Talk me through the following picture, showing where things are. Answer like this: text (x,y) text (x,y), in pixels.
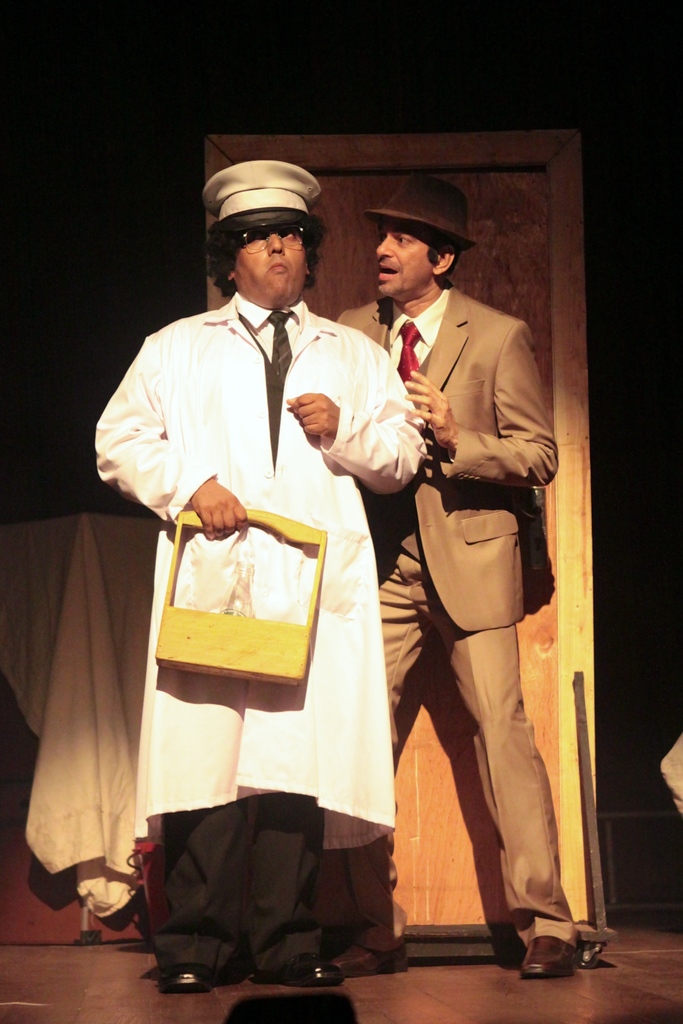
In this image I can see two persons (233,390), the person (495,416) at right (458,358) wearing brown blazer (443,329), white shirt (434,309) and red color tie (410,320). The person (294,383) at left (180,405) wearing white color shirt (235,405) and holding some object (228,636) which is in yellow color, background (455,819) I can see door (495,864) in brown color.
